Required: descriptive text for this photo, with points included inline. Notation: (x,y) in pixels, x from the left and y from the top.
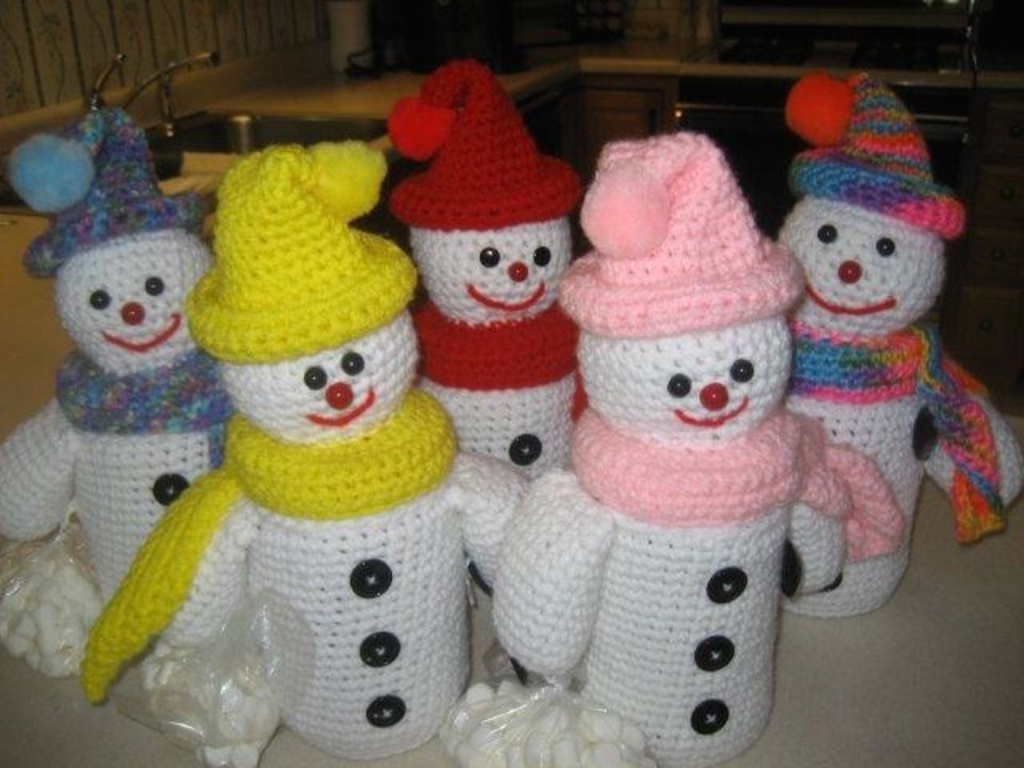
In this picture we can see toys (224,494), plastic covers (32,592) with some objects (32,592) in it and these all are placed on a surface (812,650) and in the background (194,134) we can see the wall (184,43), taps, sink (317,135), cupboards (604,115) and some objects (866,54).
